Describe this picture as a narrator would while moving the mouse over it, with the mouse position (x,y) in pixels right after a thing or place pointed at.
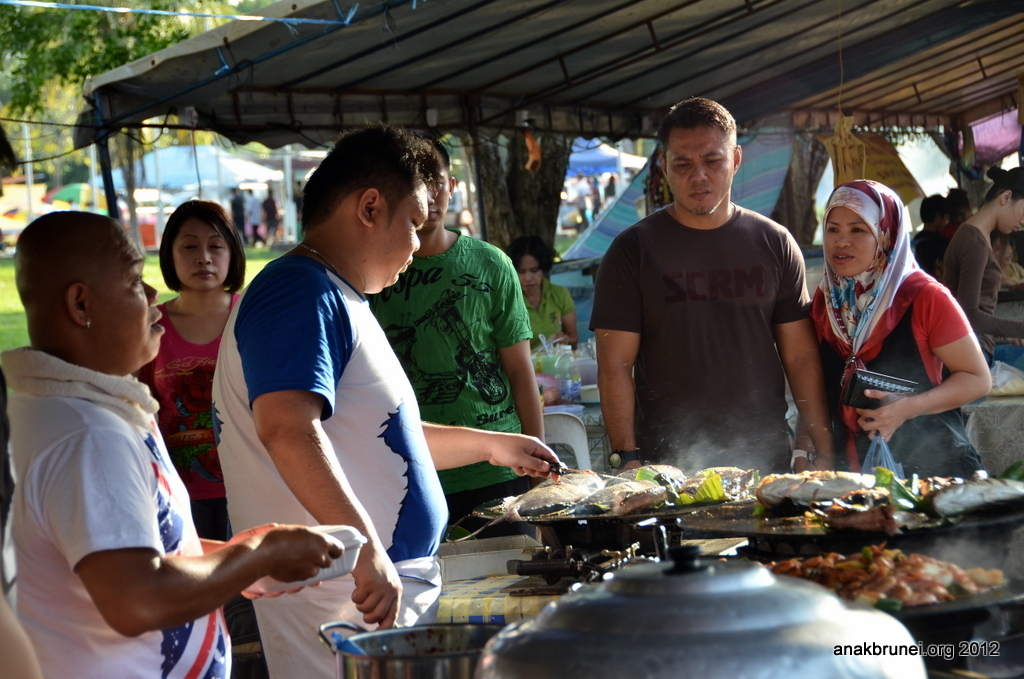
As we can see in the image there are few people (597,293) here and there, gas stove (643,534), tents (169,155), grass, trees (129,151) and dish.
